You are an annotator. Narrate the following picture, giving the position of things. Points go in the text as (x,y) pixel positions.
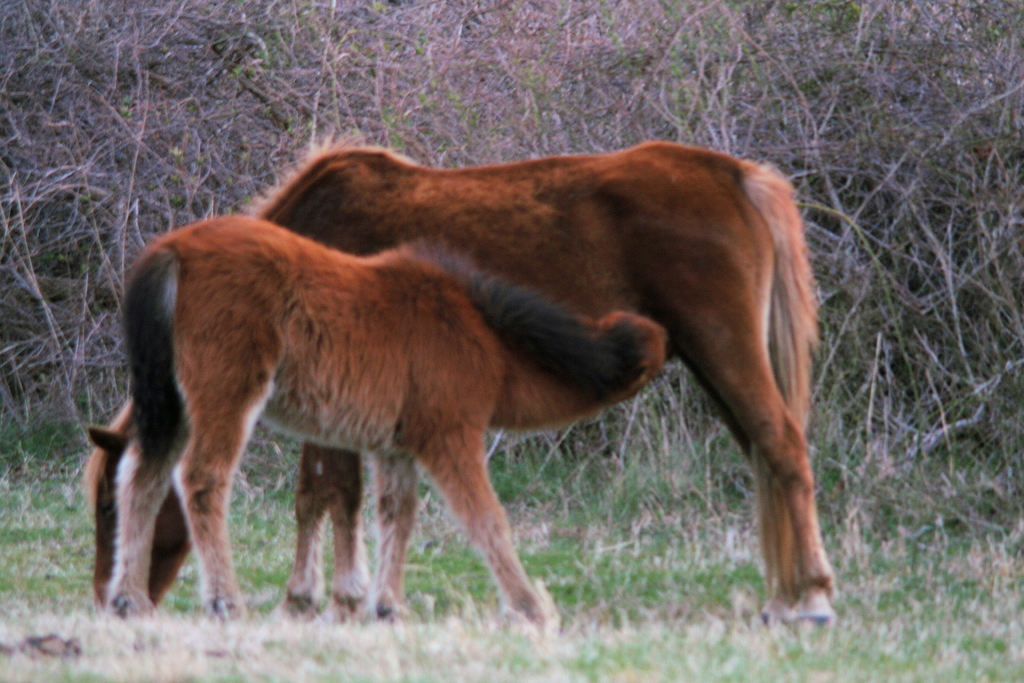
In this image we can see two horses (429,410), there are plants (40,92), and the grass (689,539).
